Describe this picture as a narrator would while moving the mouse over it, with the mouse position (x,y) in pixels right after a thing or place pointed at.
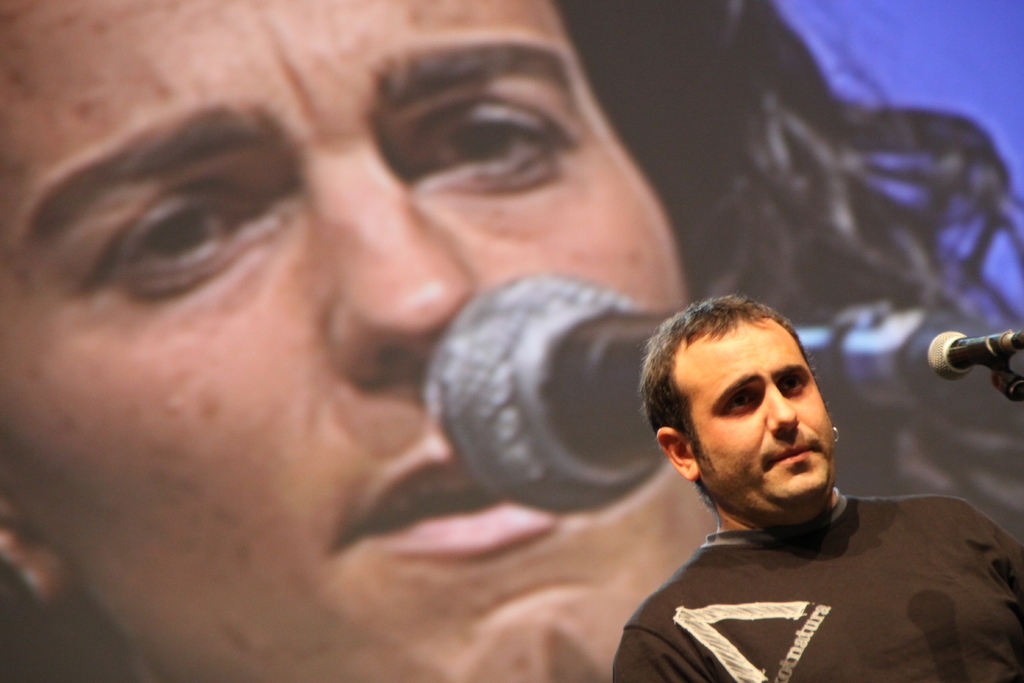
In this picture I can see a man (800,481) and a microphone (962,356) in front of him. The man (902,578) is wearing black color dress (889,602). In the background (413,322) I can see an image (424,235) of a man (345,214) and a microphone (543,412).
